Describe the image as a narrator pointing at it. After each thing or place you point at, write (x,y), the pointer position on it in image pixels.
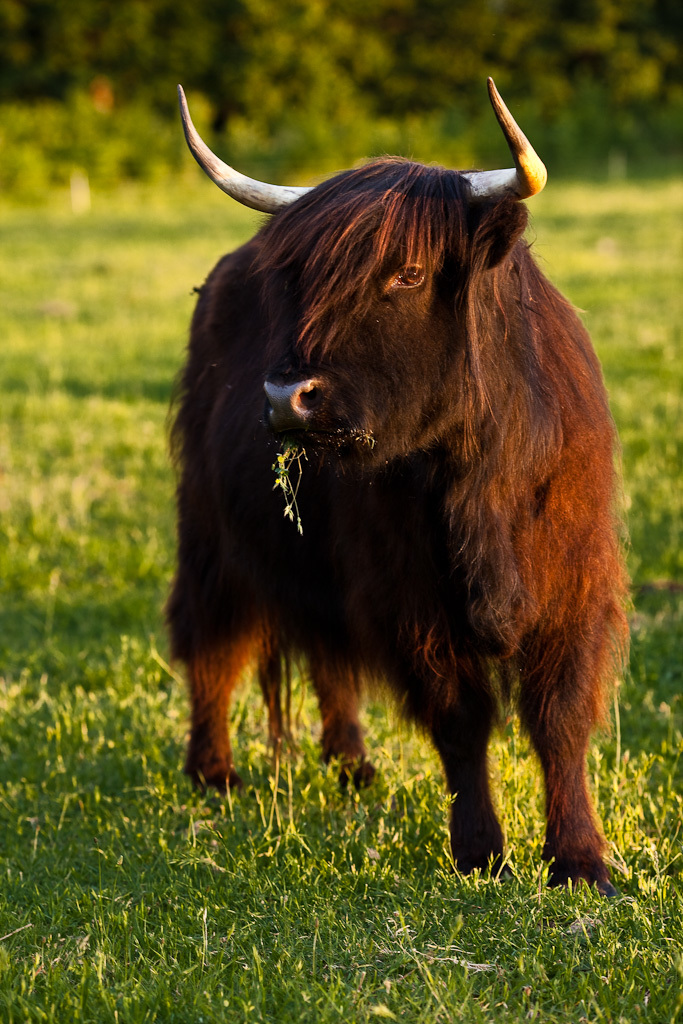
In this image I can see an open grass ground (96,306) and in the front (221,690) I can see a brown colour cow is standing on the ground (667,477). In the background (301,95) I can see number of trees (268,73) and I can see this image is little bit blurry in the background (594,294).
